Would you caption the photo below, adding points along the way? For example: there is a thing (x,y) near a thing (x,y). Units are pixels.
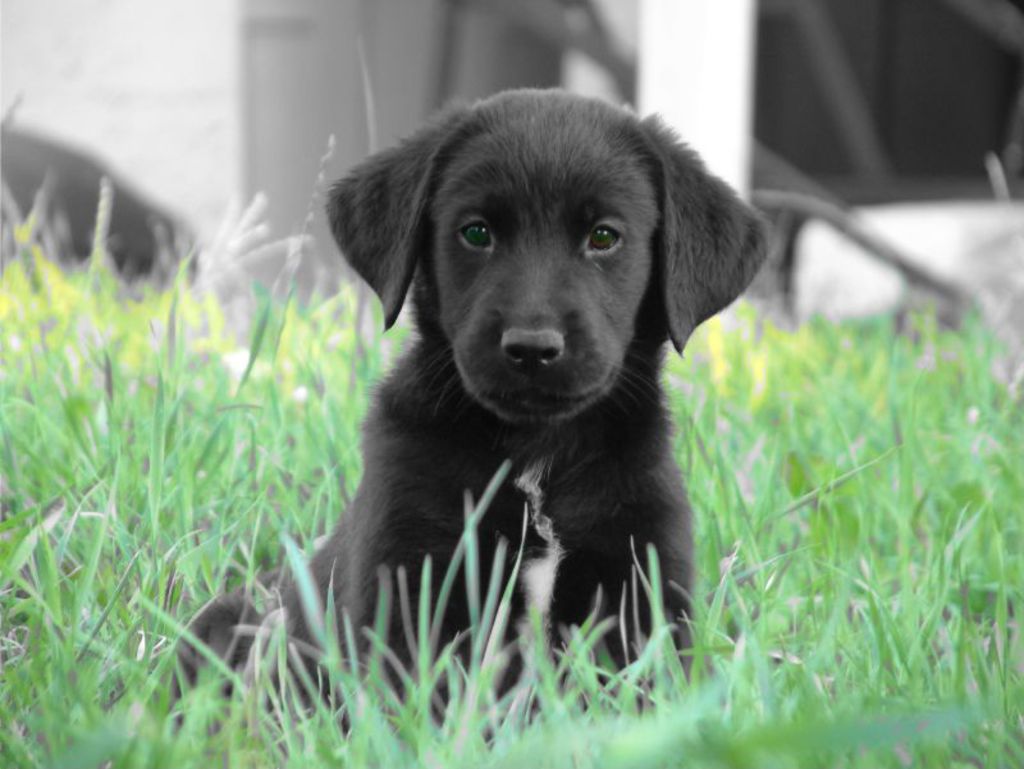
In the foreground of this image (513,514), there is a black colored dog (520,428) on the grass (737,537). In the background (726,102), the image is blurred.
